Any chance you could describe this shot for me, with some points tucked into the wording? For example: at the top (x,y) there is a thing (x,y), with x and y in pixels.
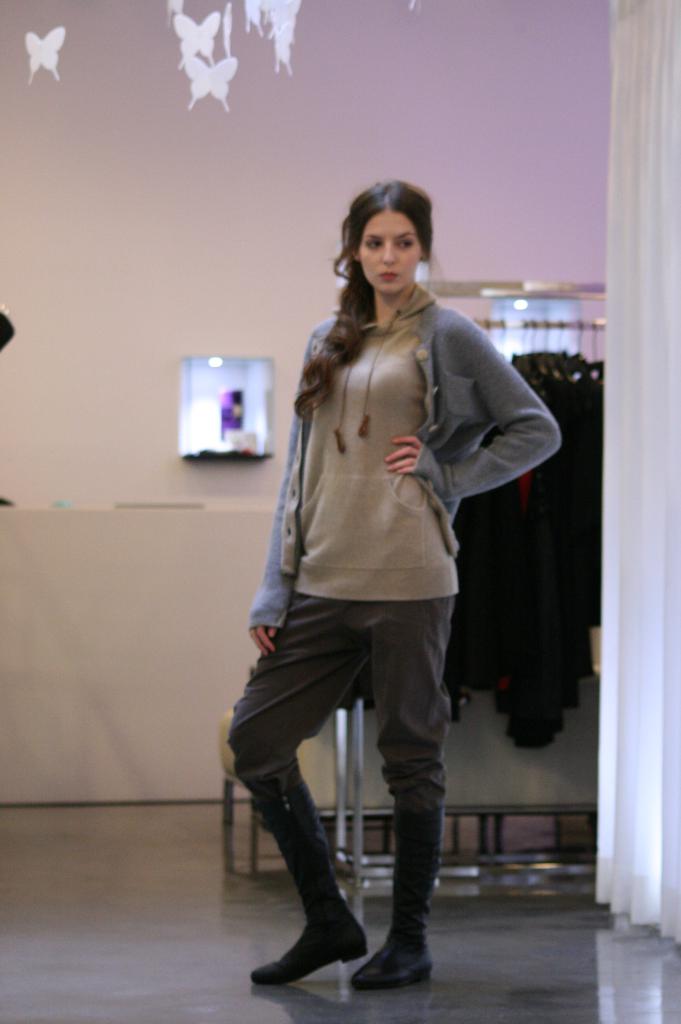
In this image we can see a lady (328,433) standing. In the back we can see a stand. Also there are dresses (557,386) hung. In the background (241,128) there is a wall (166,293) with an object (185,424). Also we can see wallpaper (226,86) of butterflies (219,92) on the wall (508,11). On the right side (650,228) there is curtain (650,323).
